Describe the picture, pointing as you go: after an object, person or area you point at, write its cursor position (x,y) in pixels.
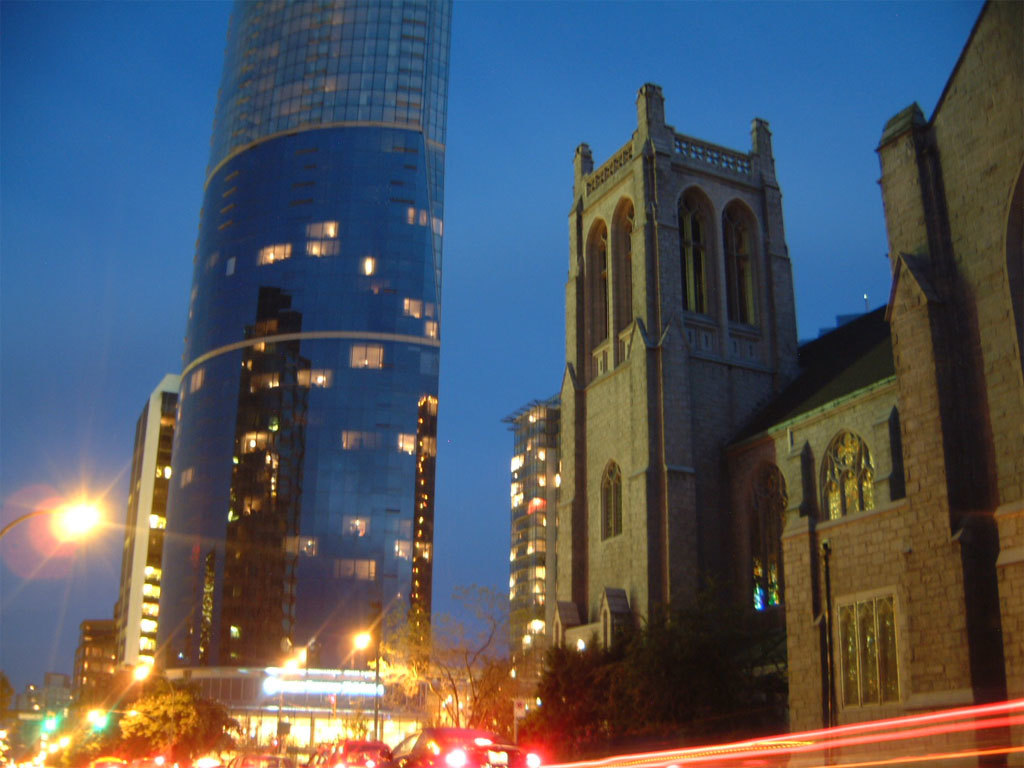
In this picture we can see a glass building (391,273) seen in the middle of the image (396,494). In front (470,759) bottom we can see some car (360,745) moving on the road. On the right side (819,482) you can see brick castle house (637,406) with arch windows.
